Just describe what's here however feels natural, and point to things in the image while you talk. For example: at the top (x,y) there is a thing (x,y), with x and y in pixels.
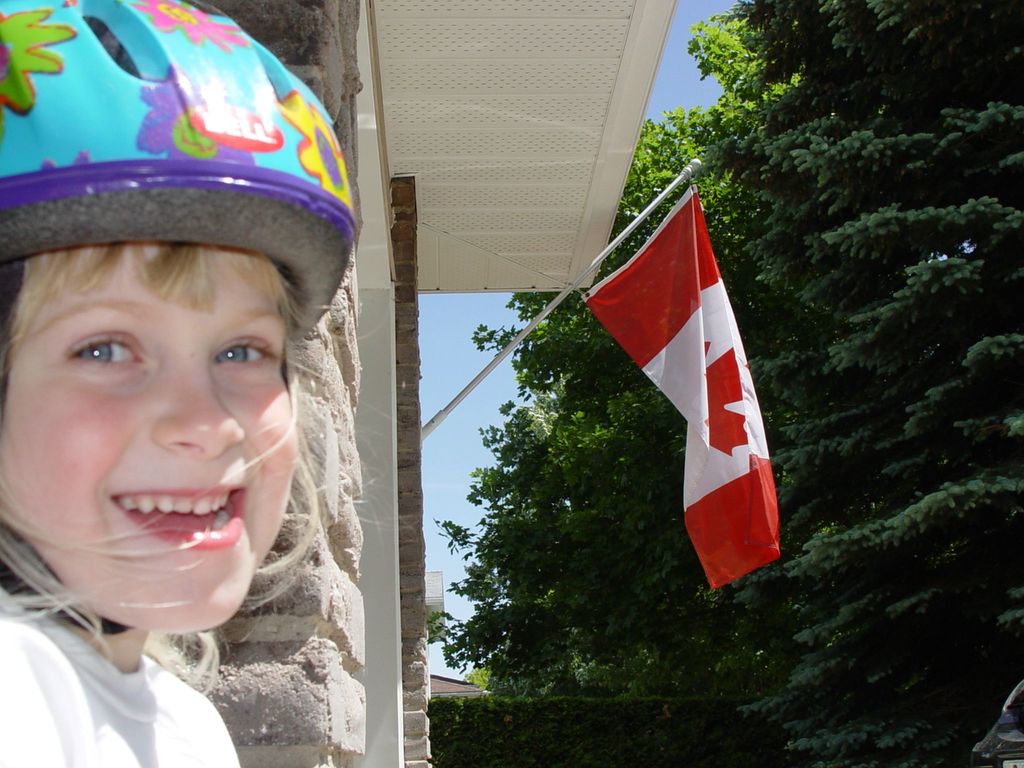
In this image there is a child (141,487) wearing a helmet (135,226), there is a flag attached to the wall (353,56) of the building (395,31), few trees (857,72) and the sky (466,332).
